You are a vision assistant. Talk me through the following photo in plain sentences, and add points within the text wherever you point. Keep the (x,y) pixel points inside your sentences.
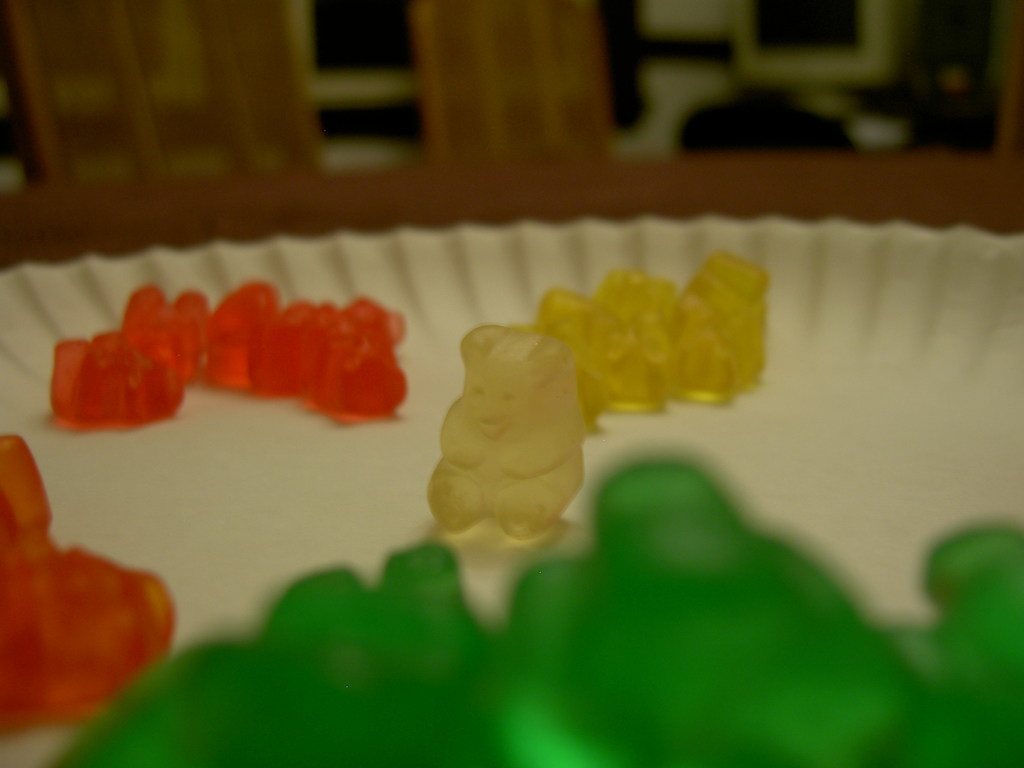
In the picture we can see some candies (138,571) which are in the same bear shape and different colors are placed in white color plate (600,453).
